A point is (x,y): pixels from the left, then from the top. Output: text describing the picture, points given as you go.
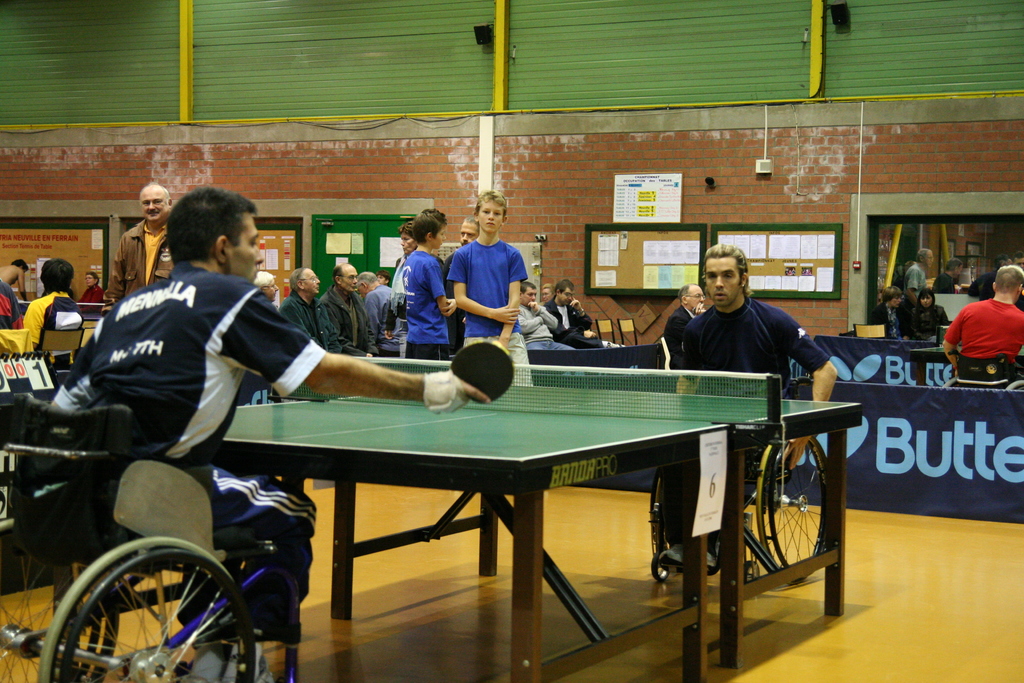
In this image we can see this persons (214,438) are sitting on the wheel chairs (144,542) and playing table tennis. In the background (445,285) we can see many people (405,272), notice boards (619,258) and a brick wall (572,196).
